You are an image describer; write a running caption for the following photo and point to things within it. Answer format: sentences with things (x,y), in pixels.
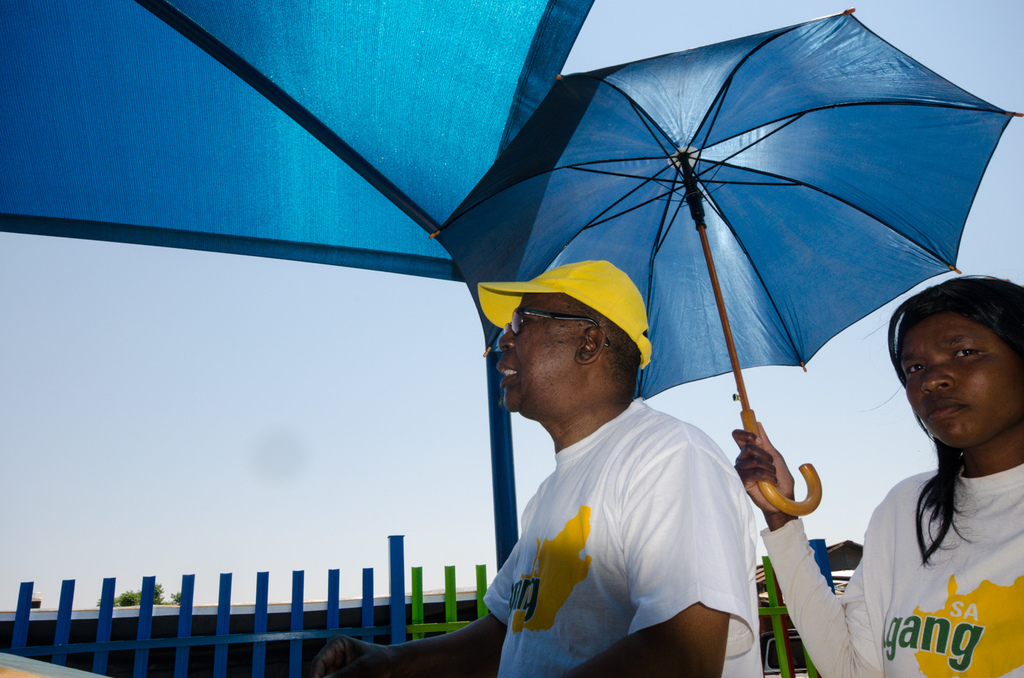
In this picture we can see a man (656,610) and a woman (986,587), this woman (987,586) is holding an umbrella (723,202), it looks like a tent (159,79) at the top of the picture (161,63), there is railing (255,626) and a plant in the background (143,576), we can see the sky (983,35) at the right top of the picture (952,57).
